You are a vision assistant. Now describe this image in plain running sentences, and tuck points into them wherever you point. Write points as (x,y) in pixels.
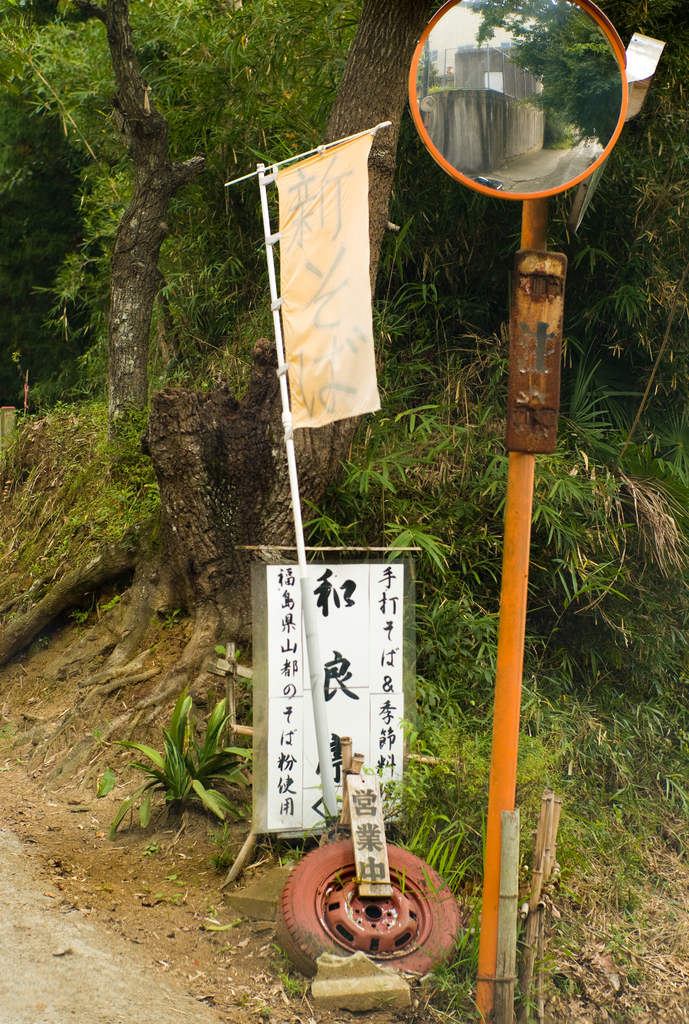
In this image in the center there is a pole (508,556) and on the pole (543,223) there is a mirror (536,125) and in the background (222,273) there are trees (437,397). There is a tyre (403,898) on the ground (51,762) and there's grass (628,884) on the ground (637,868).
